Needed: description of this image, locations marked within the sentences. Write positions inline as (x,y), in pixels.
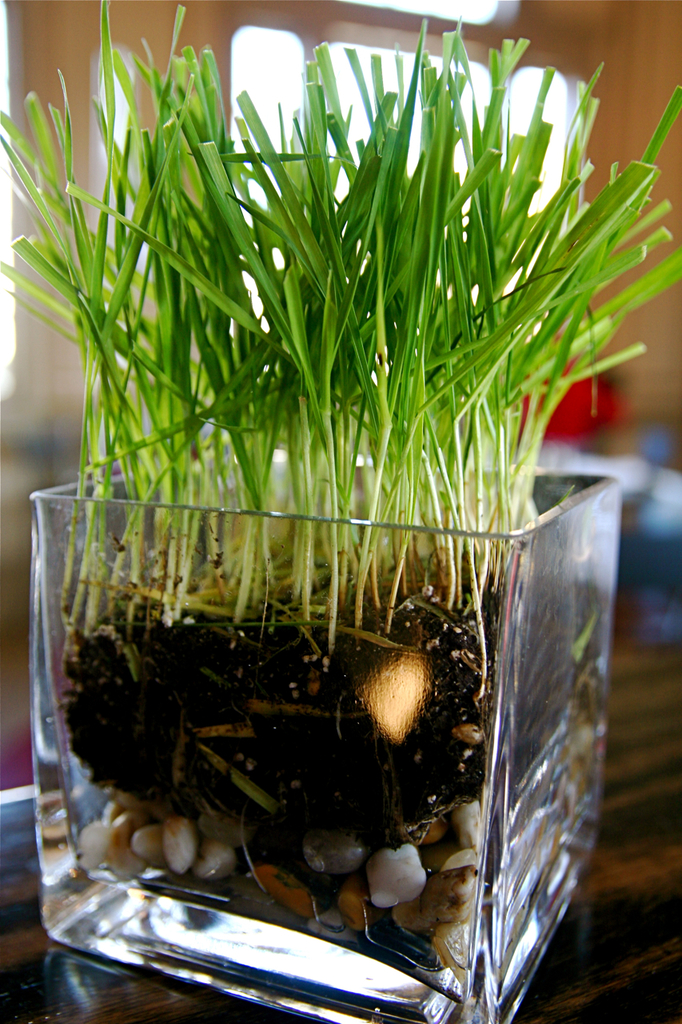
Background (23,68) portion of the picture is blurred. In this picture we can see a square glass pot (358,816) placed on the wooden platform (603,1017). We can see a plant (206,246) and pebbles (262,877) in a pot (213,916).
